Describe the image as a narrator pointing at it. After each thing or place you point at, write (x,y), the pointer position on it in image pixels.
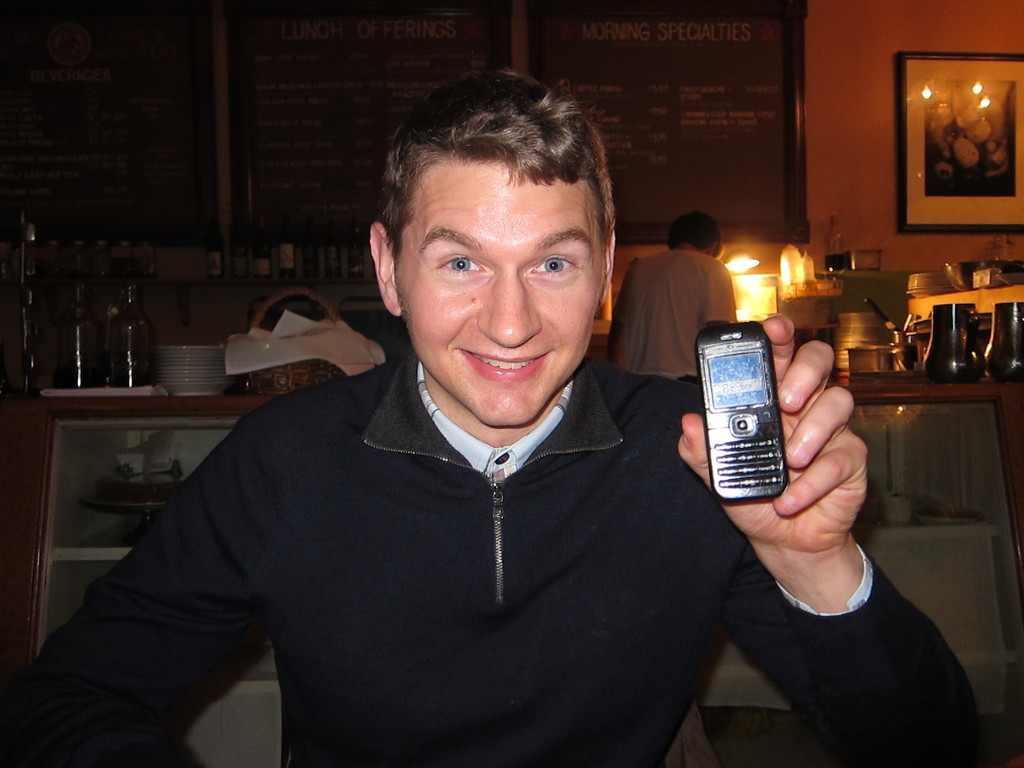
This person (631,431) sitting and holding mobile (712,415) and smiling, behind this person (491,384) we can see wall (811,92), boards (754,189), frame (920,97), there is a person (699,279) standing and we can see bottles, plates (181,366), basket (278,382), cloth (353,350), jars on the table (953,390).
